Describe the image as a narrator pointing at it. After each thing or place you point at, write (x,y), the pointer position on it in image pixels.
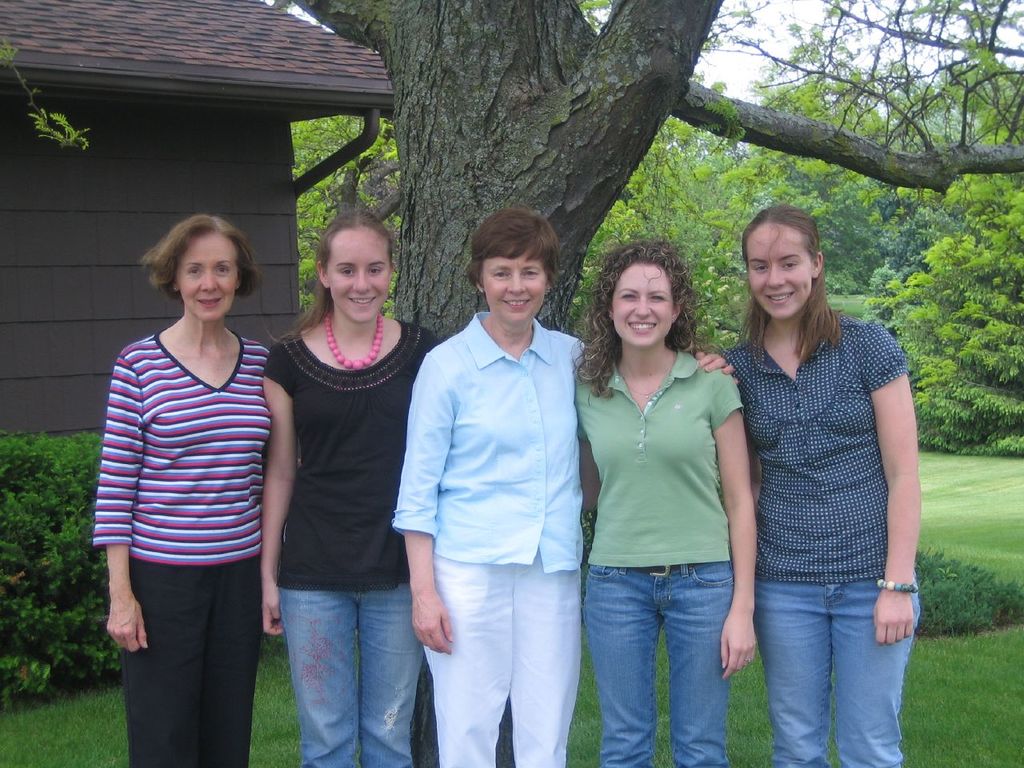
In this image I can see five women (630,532) standing and posing for a picture and behind there is a house (251,104) with roof top (196,36) and also a big tree (606,100). And in the background (945,40) i can see the sky (890,59) and trees (959,309) and also grass (994,507) on the ground (965,505).
